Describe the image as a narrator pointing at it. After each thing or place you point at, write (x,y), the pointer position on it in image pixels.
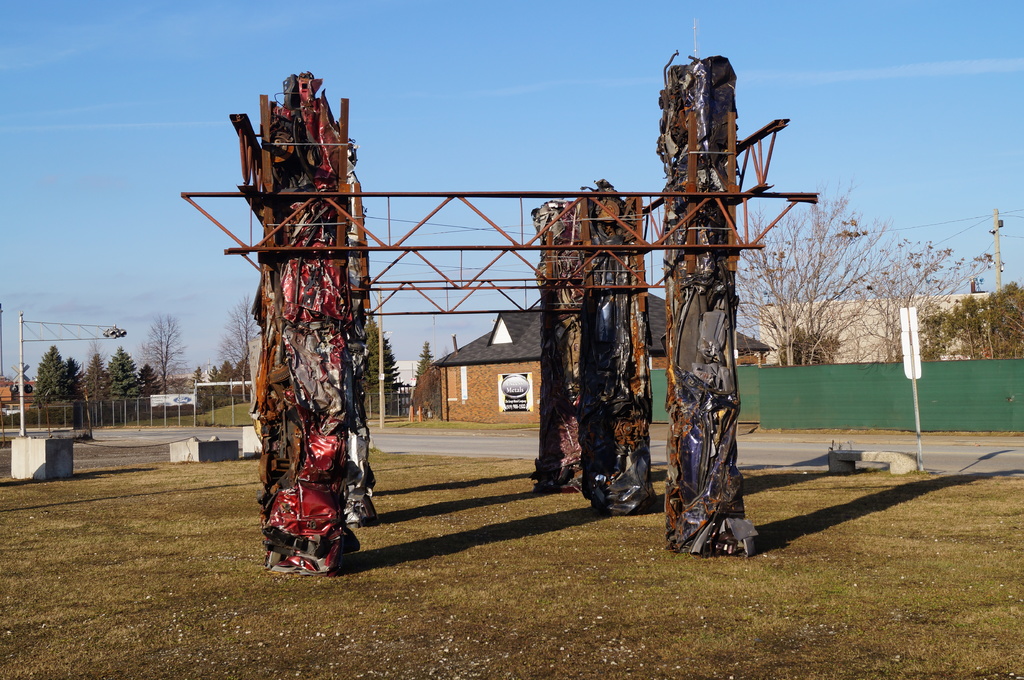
In this image there are metal pillars (344,267) on the ground (310,594). They are filled with waste (684,415). There is grass (259,584) on the ground (560,570). Behind the pillars (599,437) there is a road (942,464). On the other side of the road (528,437) there are buildings (488,367), trees (841,327), poles (994,242) and a railing (152,398). Beside the road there are poles (99,339) and sign boards (166,400). At the top (445,27) there is the sky (481,35).
